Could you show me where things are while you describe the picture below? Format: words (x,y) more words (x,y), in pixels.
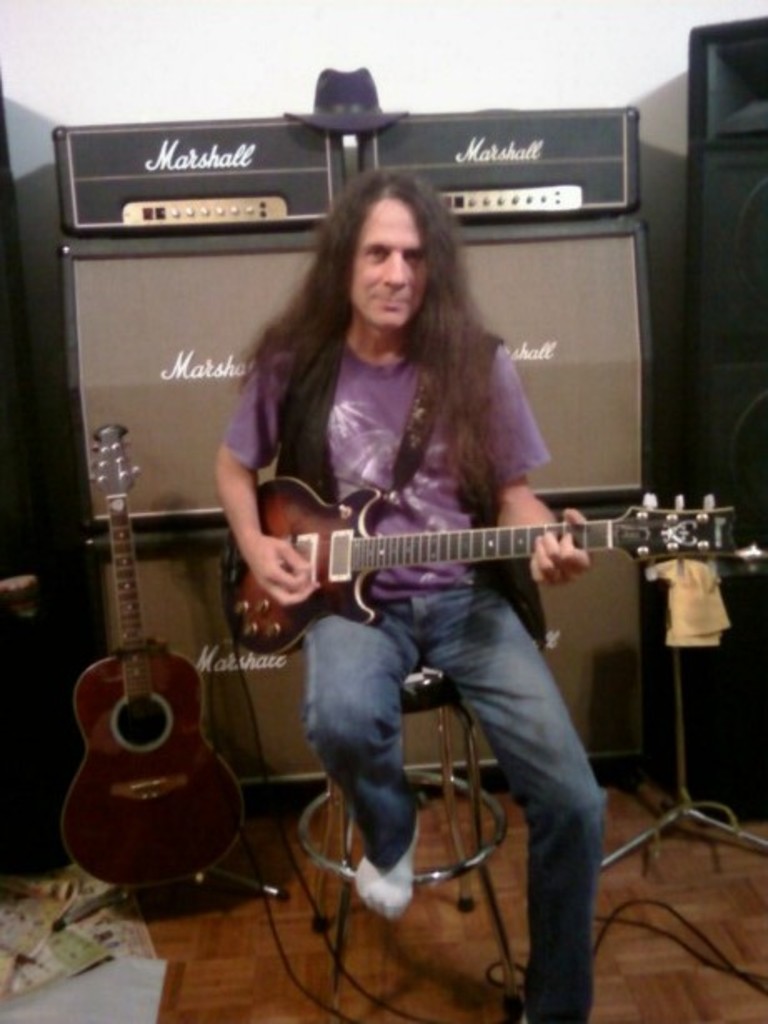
This is the picture of a person (311,455) in purple shirt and blue jeans (422,643) sitting on the chair (438,720) and playing the musical instrument (345,609) and behind him there are speakers (711,311), a guitar (134,738) and a stand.
